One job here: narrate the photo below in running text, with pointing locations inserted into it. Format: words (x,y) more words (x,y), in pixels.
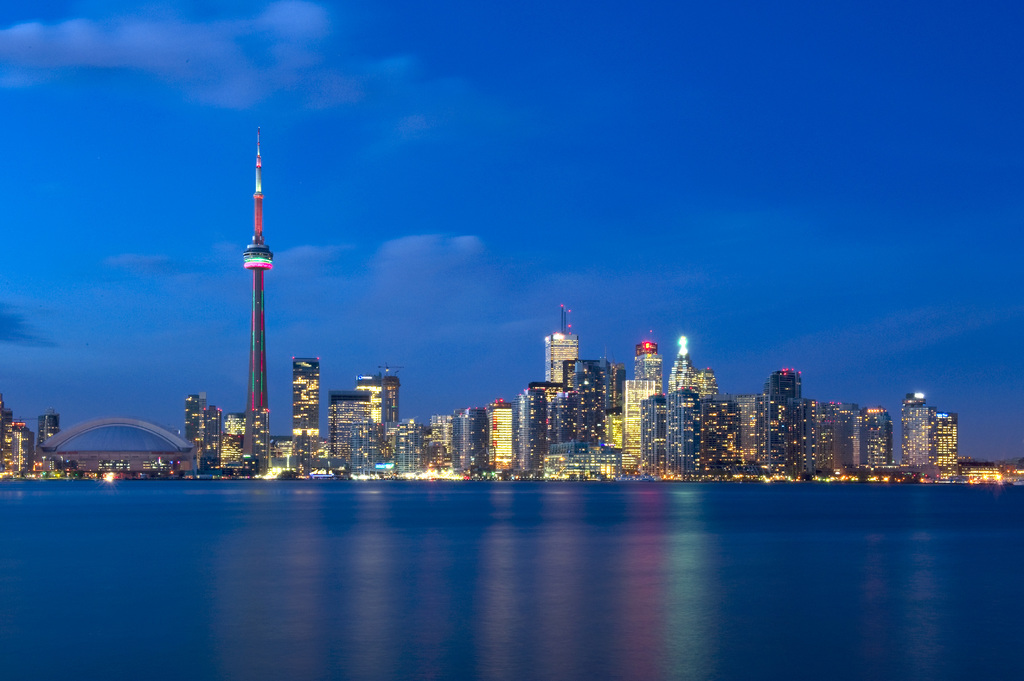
In the image there is sea (176,590) in the front (849,606) and there are many buildings (269,424) and towers (388,418) in the background (696,448) with lights (45,471) illuminated all over and above its sky (480,113) with clouds (263,48), this is clicked at night time.
